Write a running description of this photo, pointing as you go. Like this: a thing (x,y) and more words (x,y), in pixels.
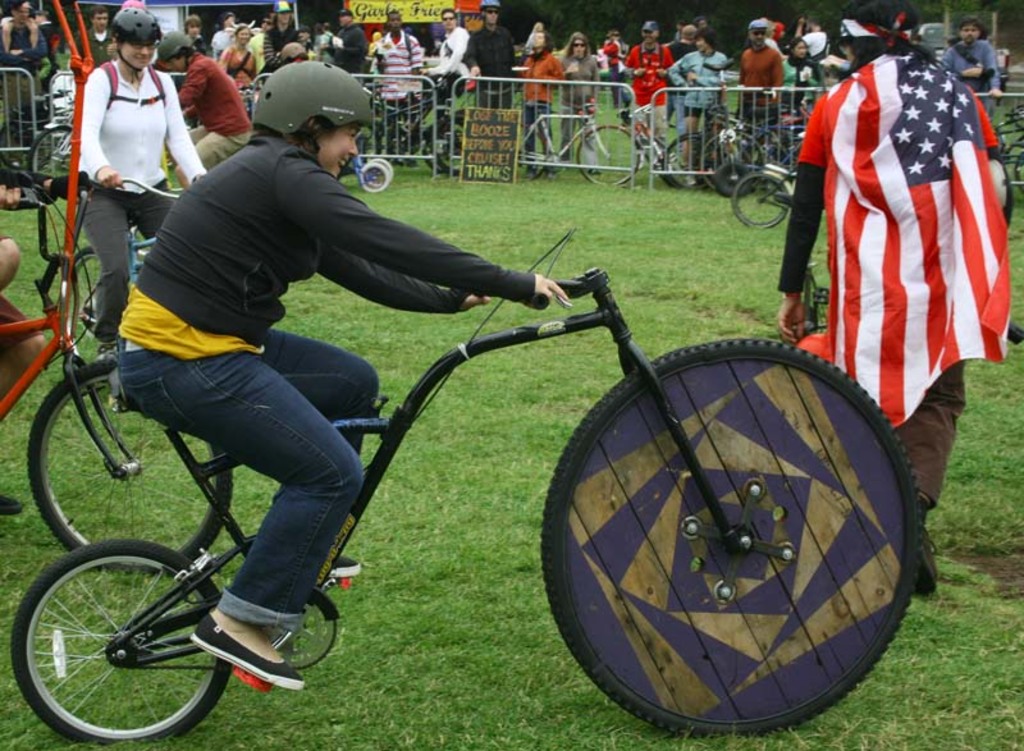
The image is outside of the city. In the image on left side (115,185) there are three people (183,338) sitting on bicycle (212,594) and riding it, on right side (912,106) there is a man (894,156) wearing a united states flag (944,219) is walking. In background (389,101) we can see group of people (487,86) standing and trees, hoarding (487,161) at bottom (218,529) there is a grass (626,252).
